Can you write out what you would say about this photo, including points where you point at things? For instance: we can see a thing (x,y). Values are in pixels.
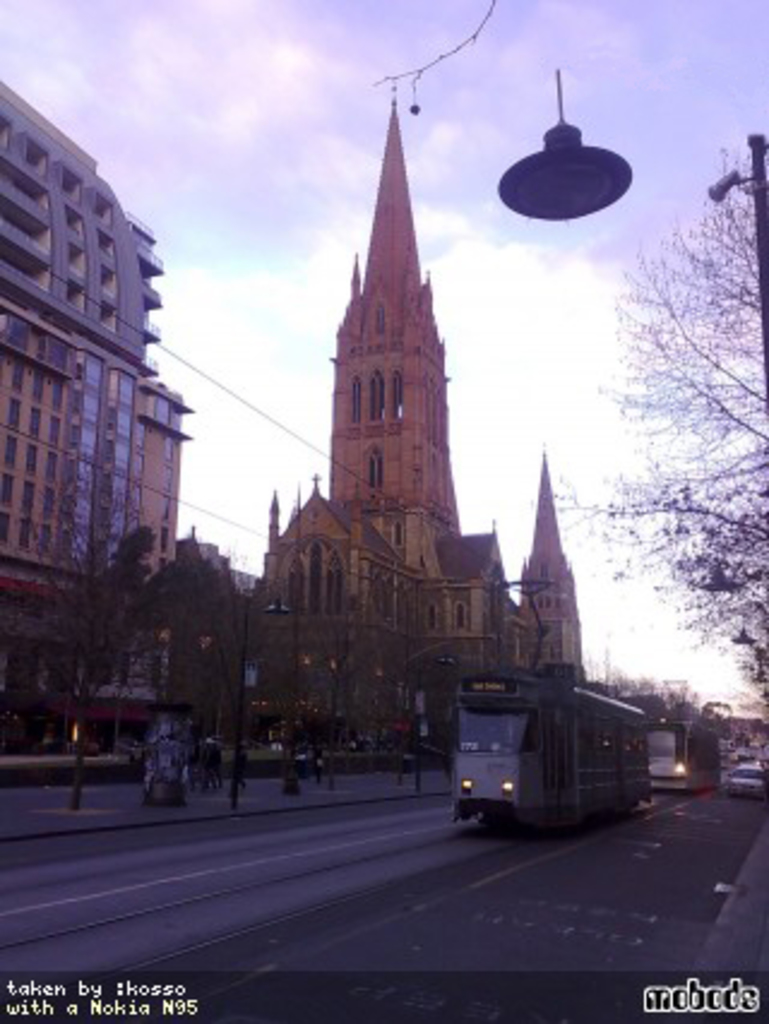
In this image there are vehicles (758,791) on the road (325,852). In the background of the image (321,555) there are buildings (378,731), trees (397,685), street lights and sky (578,346). In the center of the image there are people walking on the sidewalk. There is some text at the bottom of the image (717,1013).
